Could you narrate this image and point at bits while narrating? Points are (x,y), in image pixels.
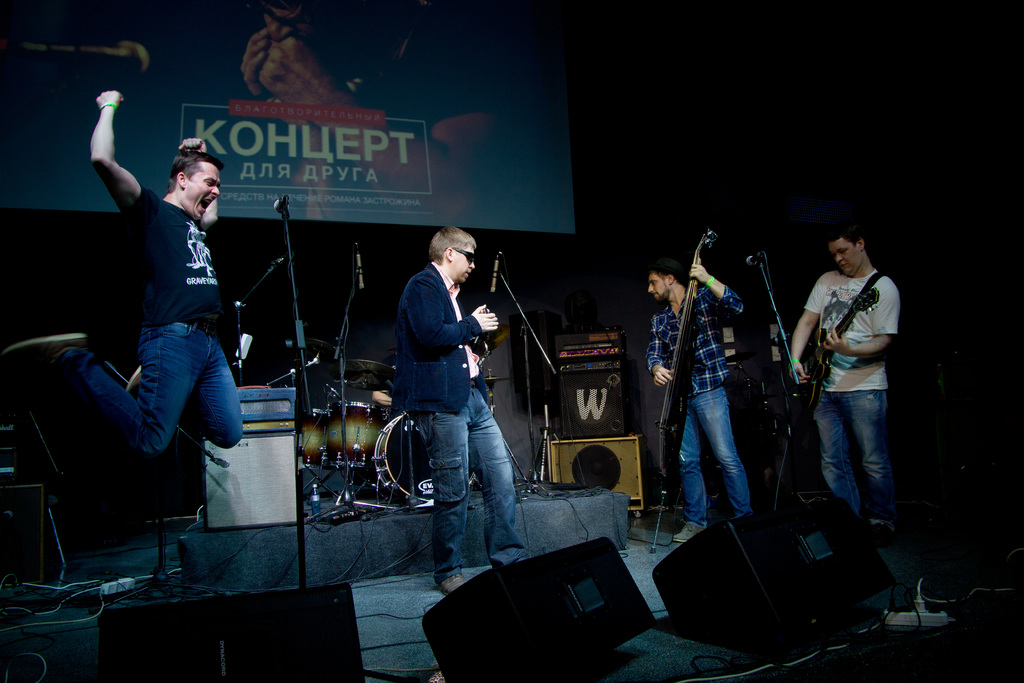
In this picture there is a man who are holding the guitars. On the left (185,335) there is a man (182,210) who is jumping. Behind them I can see the mic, stands (297,395), amplifiers (290,414), drums (365,422) and other musical instruments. At the bottom (536,585) I can see the speakers (254,641). At the top (343,96) I can see the banner (343,96). In the top right corner (750,82) I can see the darkness (587,84).
